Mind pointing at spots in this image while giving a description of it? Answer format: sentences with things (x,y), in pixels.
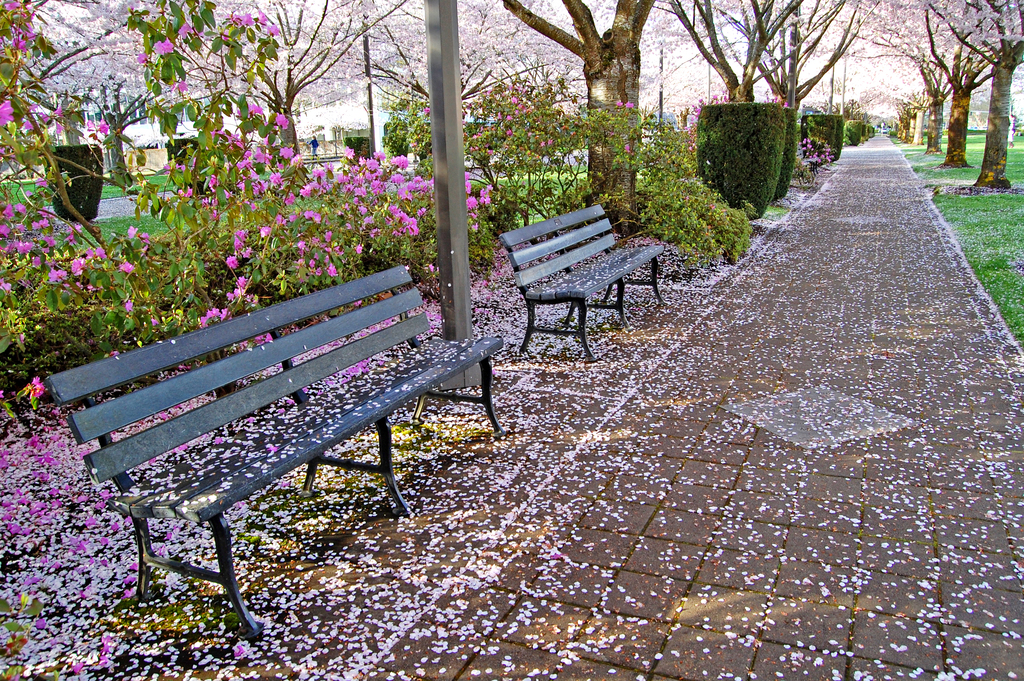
In this image there are benches (361,354), walkway (581,580), plants (22,317) with flowers (480,133), grass (1016,206), trees (395,10).
